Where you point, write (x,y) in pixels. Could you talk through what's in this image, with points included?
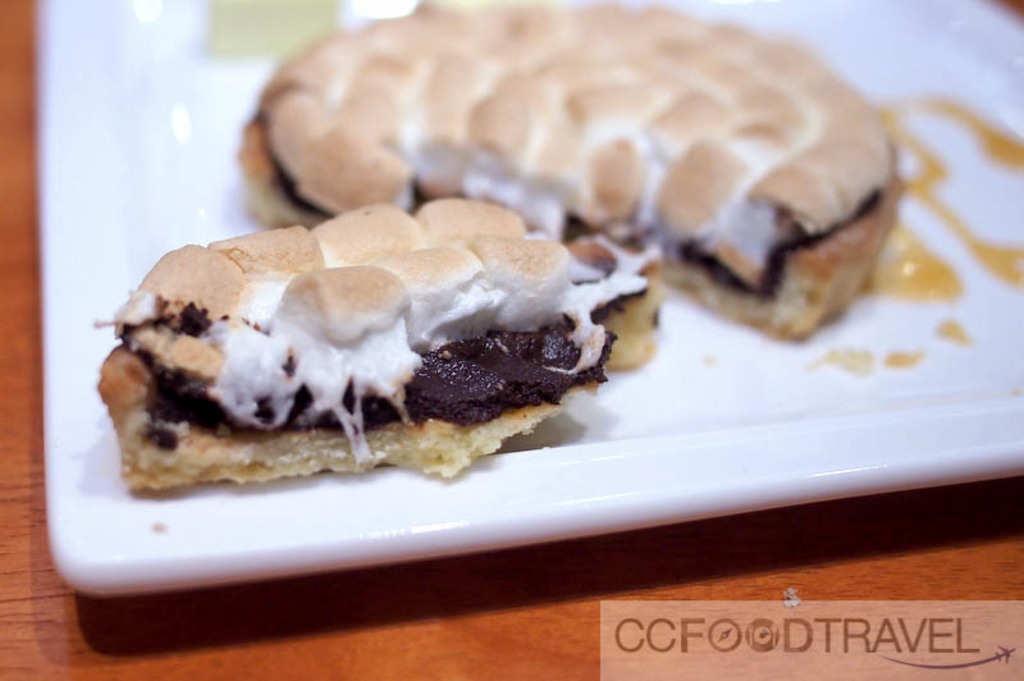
In this image there is plate (386,526) on a table (228,676). On the plate (656,364) there are some food items (528,264).
